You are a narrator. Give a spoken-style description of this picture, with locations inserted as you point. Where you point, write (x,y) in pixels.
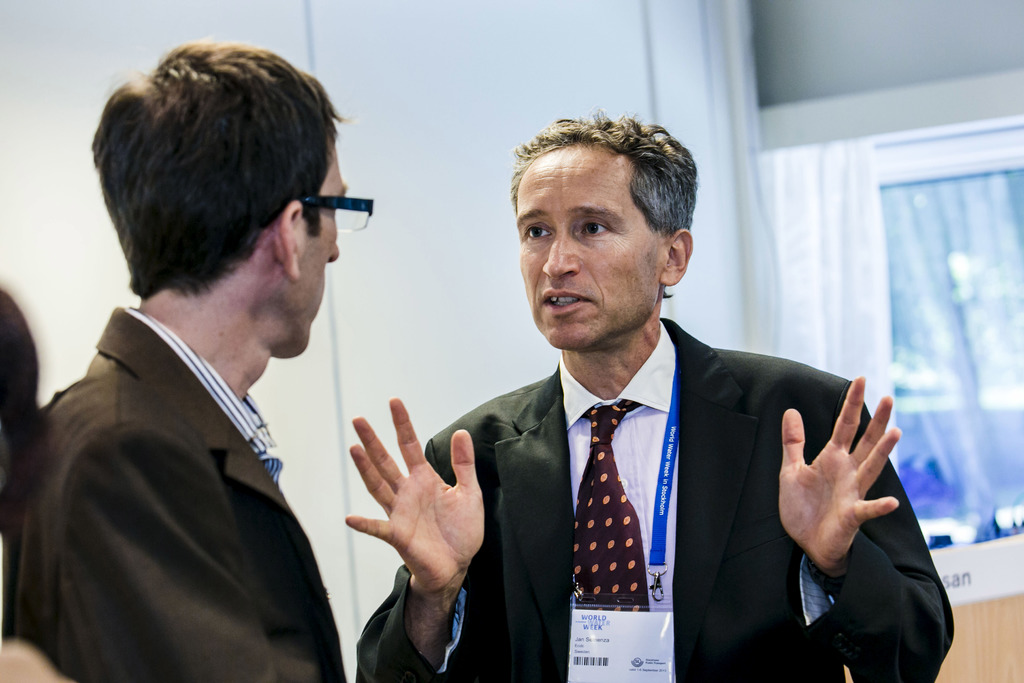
In this image, the person (521,395) standing on the right side (689,460), is wearing id card (664,519) and on the left (171,470), there is an another person (153,480) standing. In the background (668,72), there is a wall (688,100).
